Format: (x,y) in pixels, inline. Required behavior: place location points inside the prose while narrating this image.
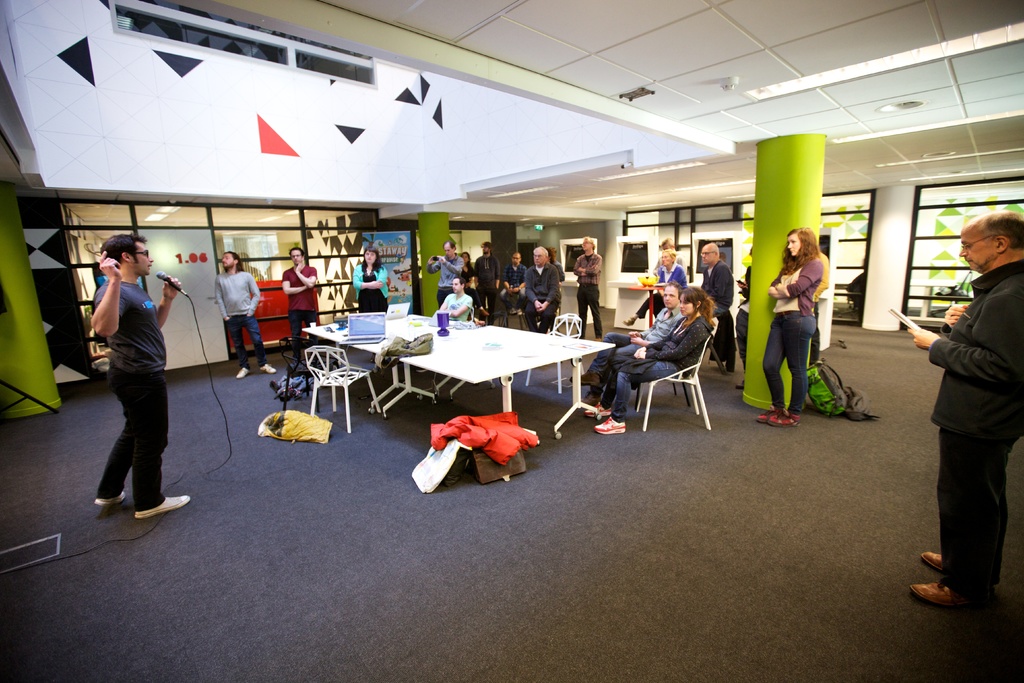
a person (144,405) is standing at the left (164,354) holding a microphone (166,281). a person (996,296) is standing at the right (981,374) holding a book (908,328) in his hand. in the center (464,351) there is a table (439,350) on which there is a laptop (367,325) and a shirt (418,342). surrounded by it there are people (790,284) standing.
